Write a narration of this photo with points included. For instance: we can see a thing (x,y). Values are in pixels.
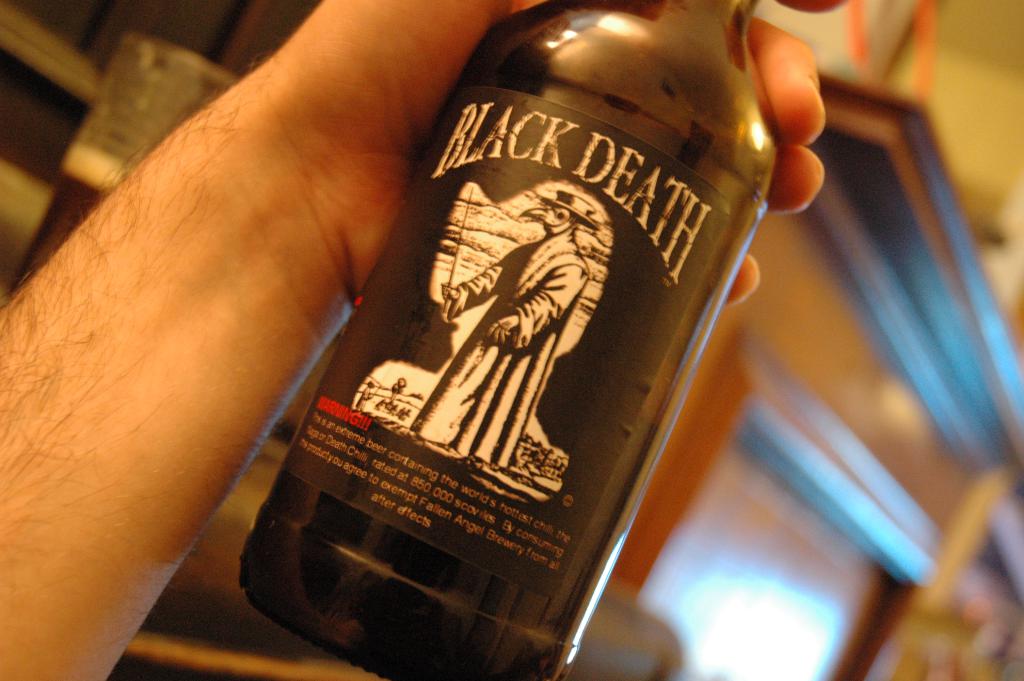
This picture is clicked inside. On the left (296,138) we can see the hand (364,105) of a person (369,97) holding a glass bottle (700,120) on which we can see the picture (566,239) of a person (529,292) and the text (515,154). The background of the image (121,112) is blurry and we can see there are some objects (874,407) in the background (865,622).
